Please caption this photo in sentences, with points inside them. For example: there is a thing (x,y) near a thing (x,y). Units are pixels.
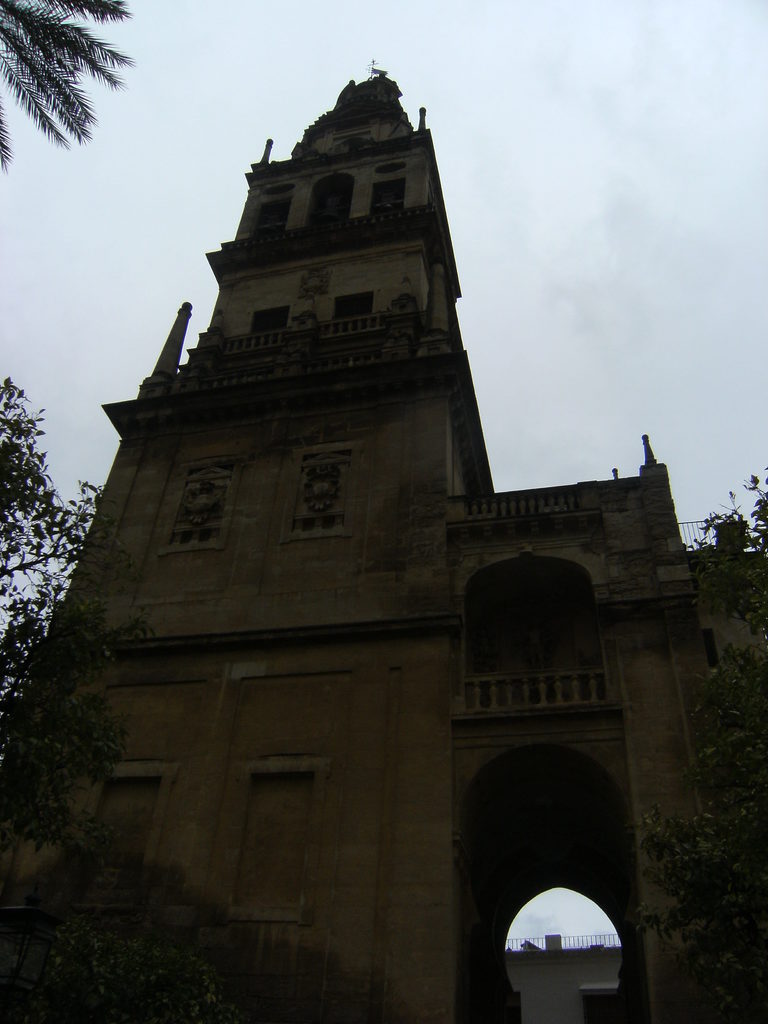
In this image, we can see a fort (283,587) with walls (286,709), pillars (634,732), and railings (527,679). On the right side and left side (15,733), we can see few trees (12,664). Background (603,402) there is a sky (591,315). At the bottom (575,980), we can see a house (561,982).
